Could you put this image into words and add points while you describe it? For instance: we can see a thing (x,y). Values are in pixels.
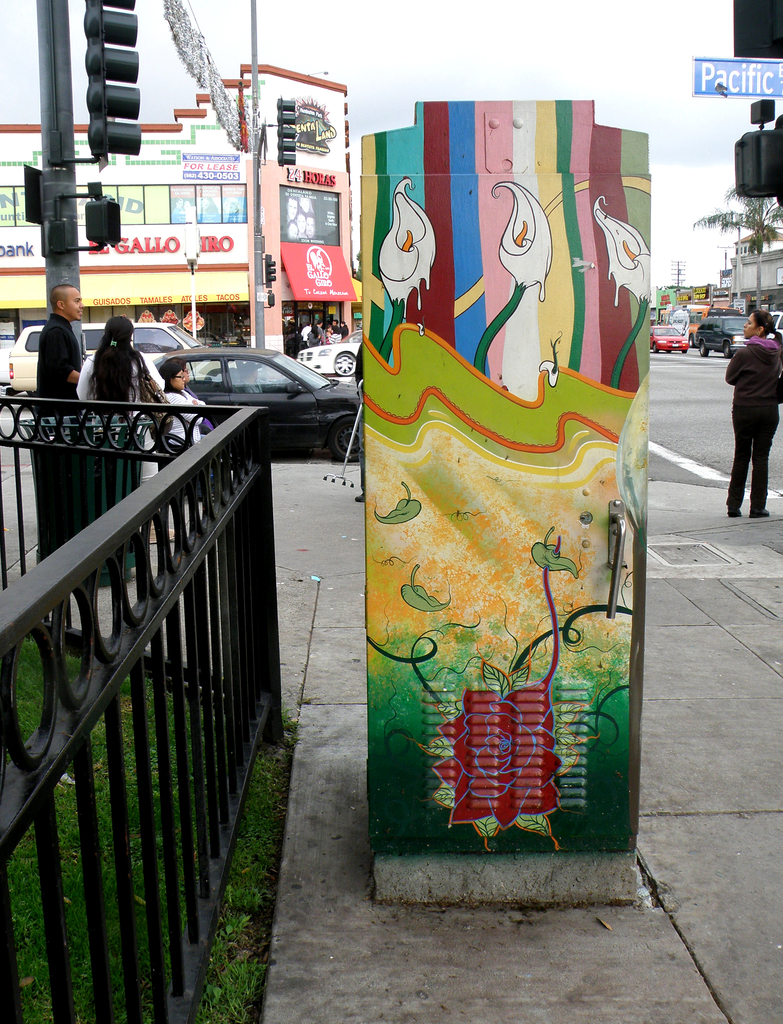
In the picture I can see fence (256,536), people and cars (245,367) on the road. I can also see traffic lights (90,238), banners (740,57) which has something written on it and some other object (537,533). In the background (756,264) I can see buildings (337,168), a tree (759,250), the sky (665,154) and some other objects (48,288).
